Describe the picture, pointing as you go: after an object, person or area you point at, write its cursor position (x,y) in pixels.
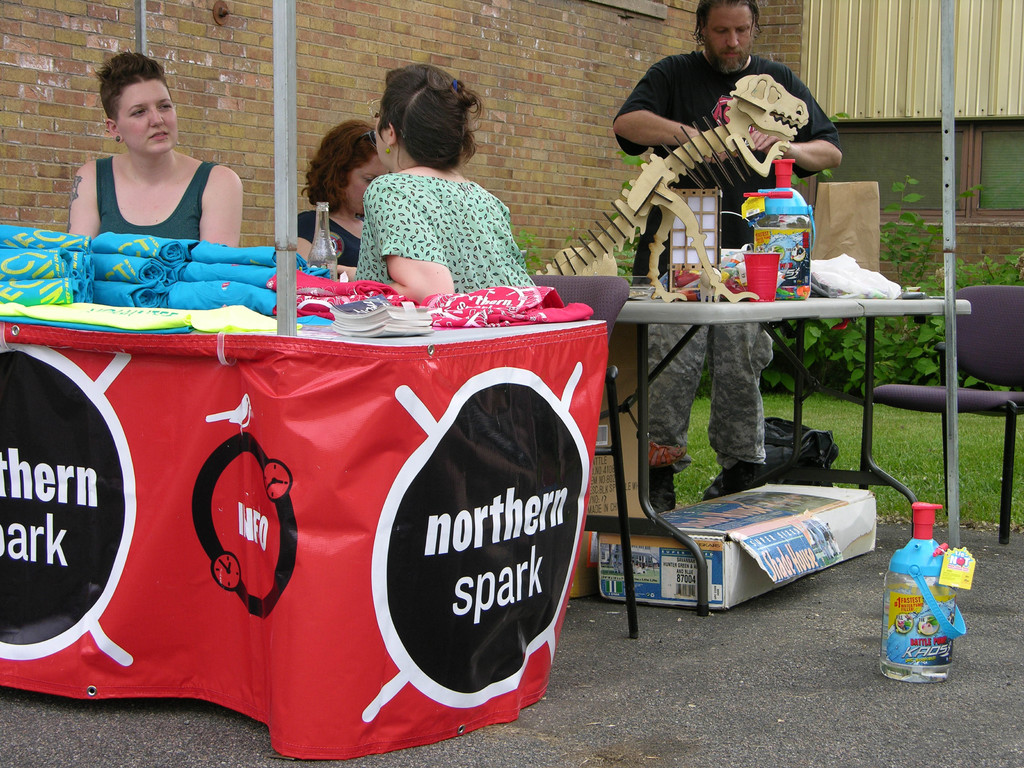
In this picture there are three women (227,214) sitting in chair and there is a table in front of them and there is a banner (241,336) attached to it which has northern spark written on it and there is a table (795,304) behind them which has few other objects (731,250) on it and there is a person (700,90) standing behind it and there are few plants (893,323) and a building (965,105) in the background (1017,88).
